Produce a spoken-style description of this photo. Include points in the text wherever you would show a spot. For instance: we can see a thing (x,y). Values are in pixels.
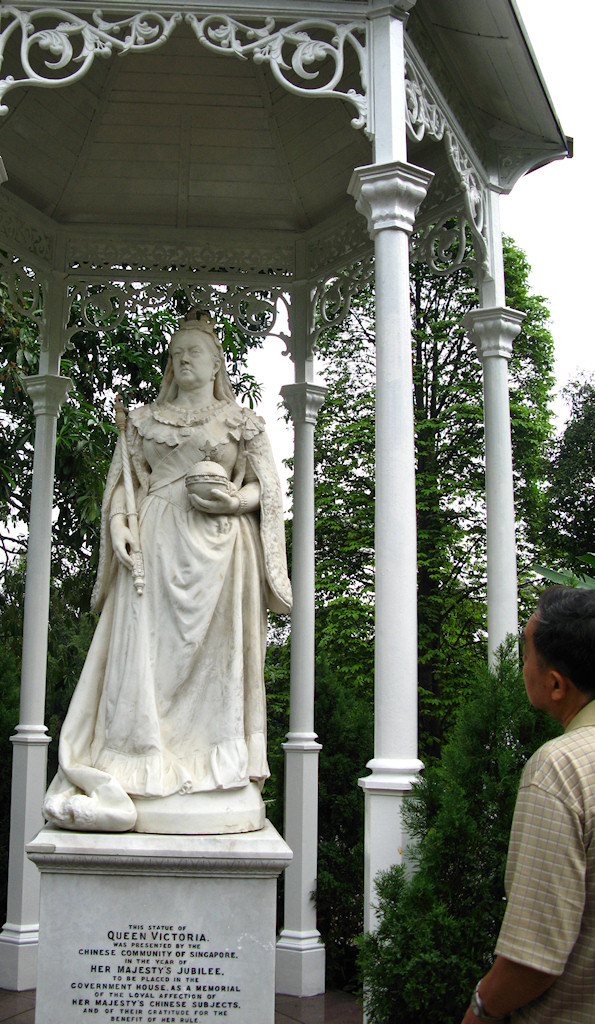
In this image, we can see a statue (145,782), we can see some pillars (393,705). There are some trees (12,342), on the right side (515,961), we can see a person (571,893) standing.
